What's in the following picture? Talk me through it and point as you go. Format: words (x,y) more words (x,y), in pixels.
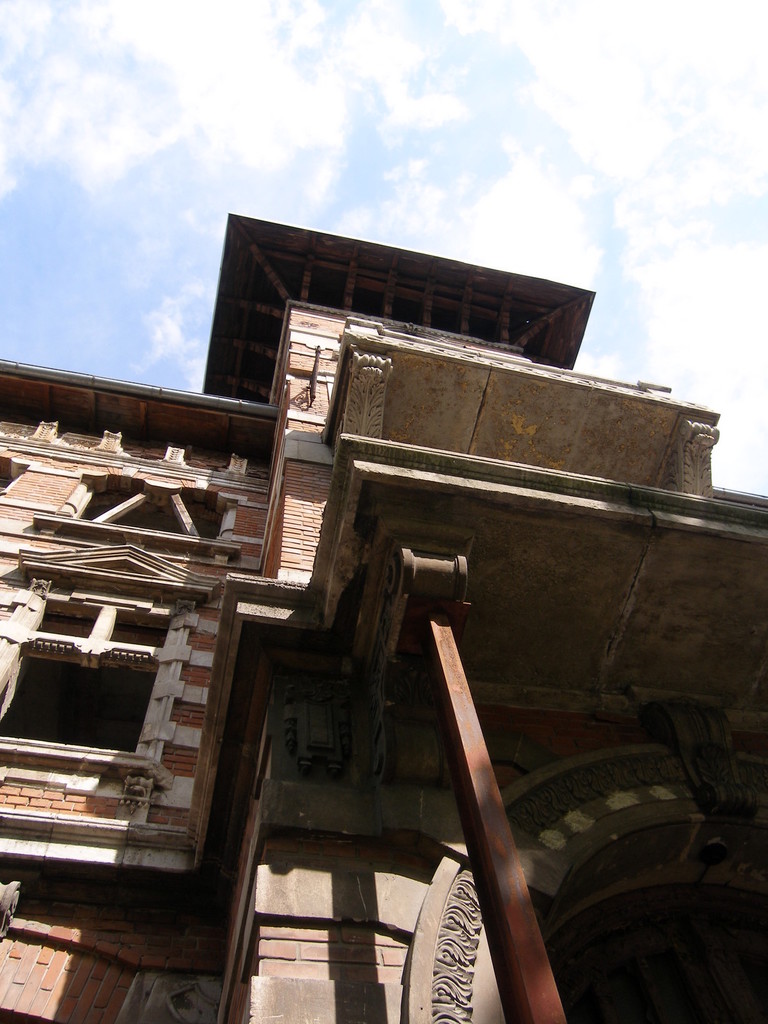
In this image there is a building (328,533). In the background (299,162) there is a sky (255,110).
